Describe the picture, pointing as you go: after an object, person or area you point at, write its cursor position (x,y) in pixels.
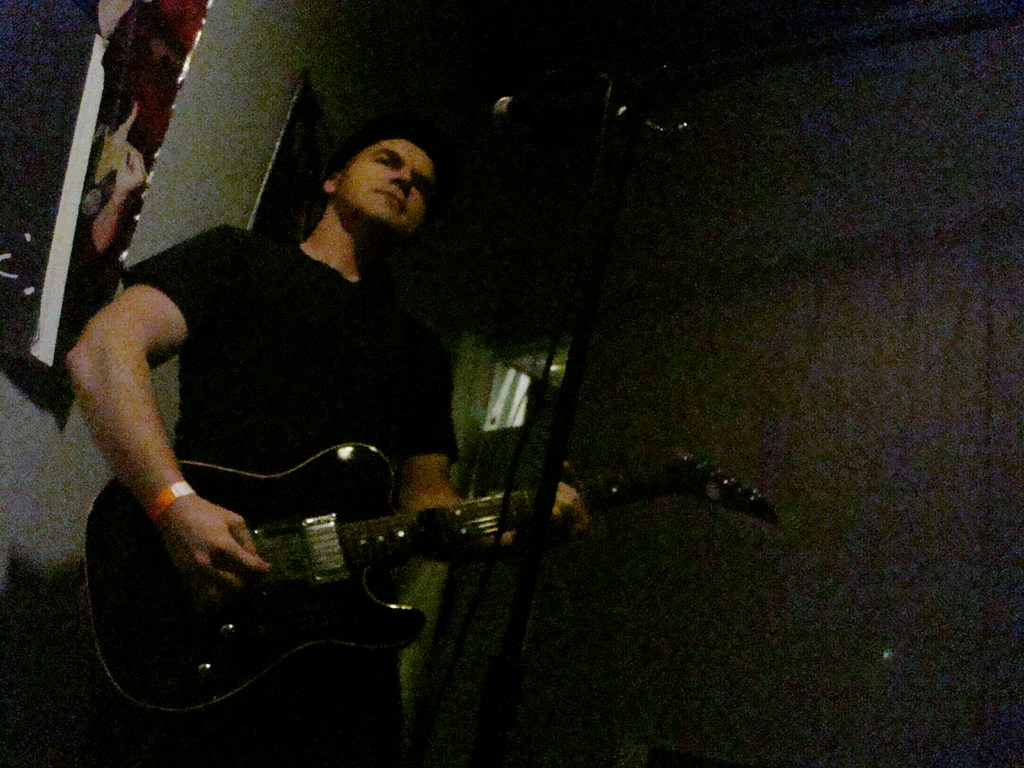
In this picture we can see a man (327,351) who is playing guitar (241,588). And he wear a black t shirt (309,304). And this is the wall (952,371).
